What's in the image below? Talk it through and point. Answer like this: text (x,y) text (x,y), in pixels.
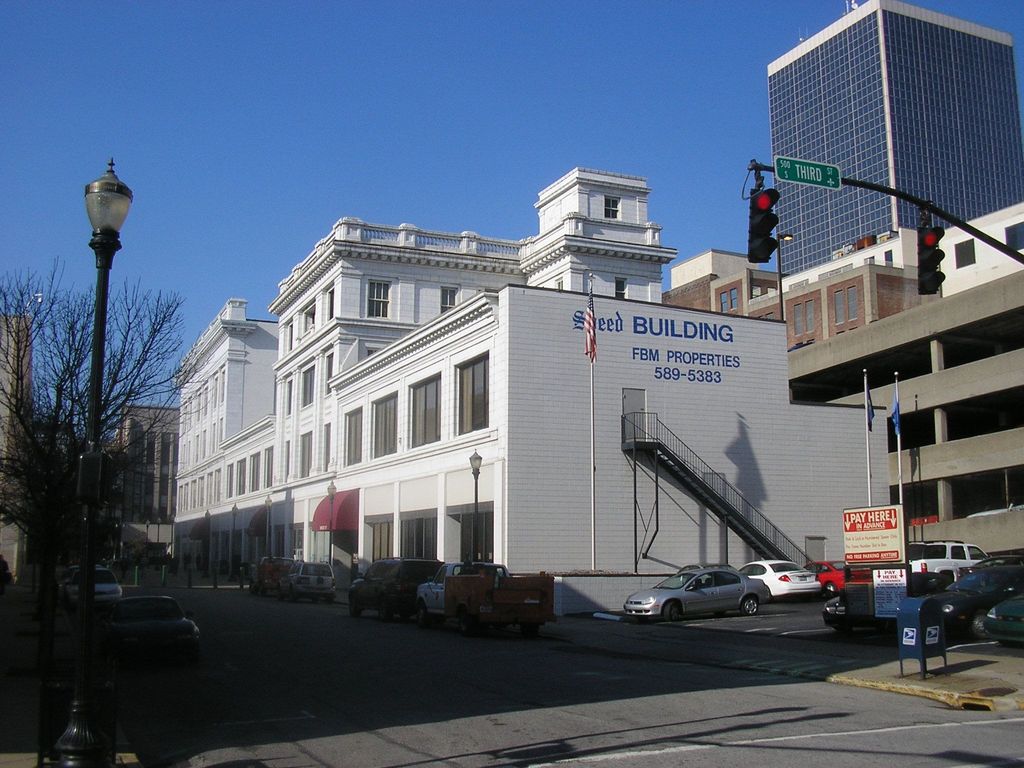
In this image, we can see the road (318,634), there are some cars (431,577), there are some buildings (592,208), on the right side (692,462), we can see stairs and railing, there is a flag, we can see the signal lights (752,239) and a green sign board (784,170) on the pole (915,201), on the left side (80,734), we can see a pole (86,510) and a light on the pole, there is a tree (68,508), at the top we can see the blue sky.
